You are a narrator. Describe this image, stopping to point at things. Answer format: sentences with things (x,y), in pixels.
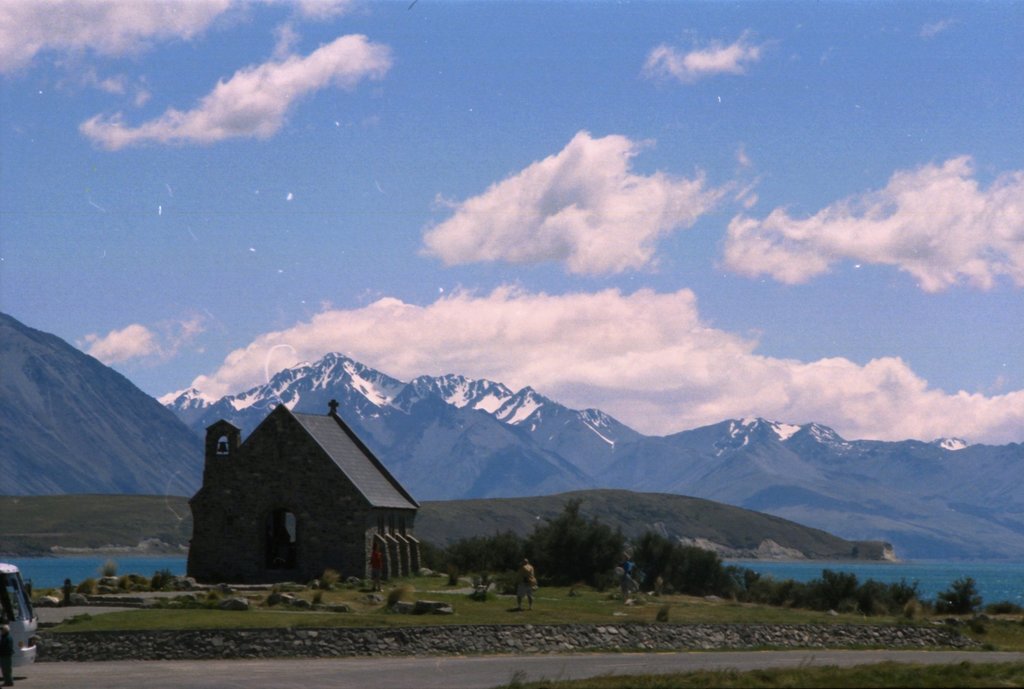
In this image we can see a house (338,445) and a person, there are some stones (290,602), plants (454,572), water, grass (471,605), mountains (546,456) and a vehicle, in the background (578,213) we can see the sky (419,313) with clouds (367,322).
